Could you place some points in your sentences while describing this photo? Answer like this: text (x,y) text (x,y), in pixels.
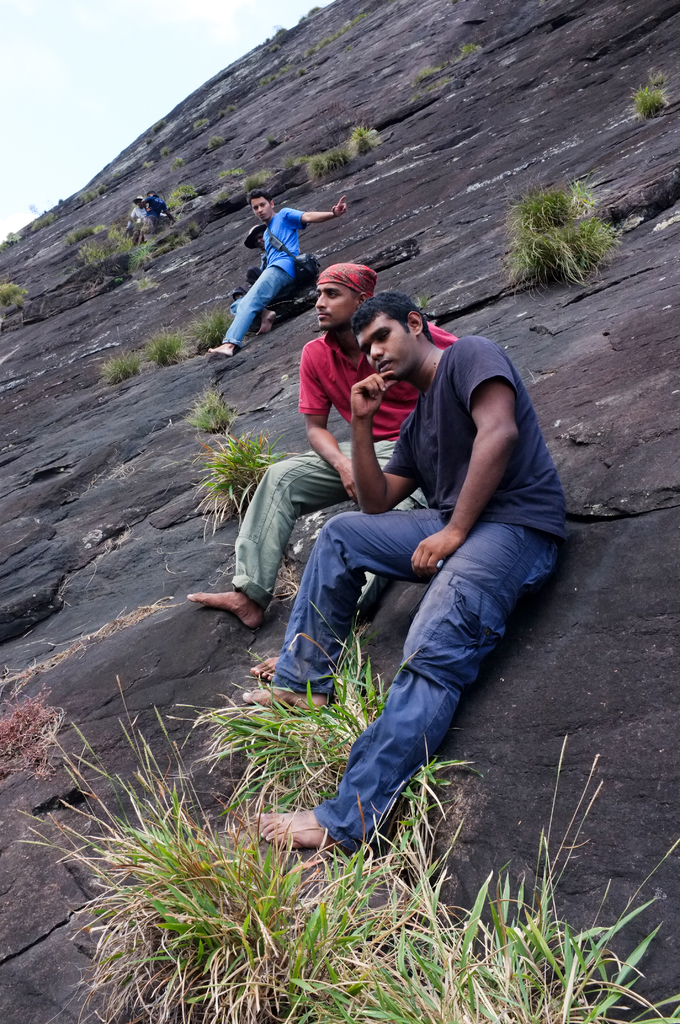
In this picture we can see some people (215,349) are sitting and also we can see some grass (335,949).
